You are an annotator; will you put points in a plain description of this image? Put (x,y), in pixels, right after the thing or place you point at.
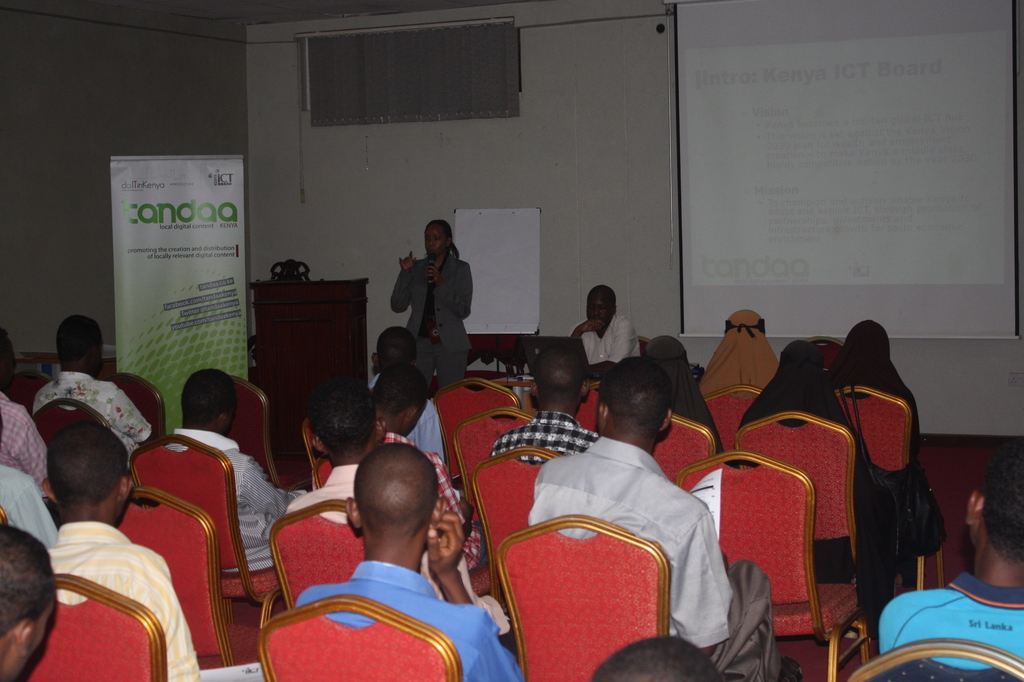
In this picture there are group of people (22,628) sitting on the chairs (63,648) and there is a woman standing and talking and there is a person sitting behind the table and there is a laptop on the table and there is an object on the table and there is a hoarding (190,361) and there is a board (469,240) and there is text (183,305) on the hoarding (174,332) and there is a screen (797,209) and there is text (799,186) on the screen (841,189). At the bottom (822,654) there is a mat (815,657) on the floor (807,651).
